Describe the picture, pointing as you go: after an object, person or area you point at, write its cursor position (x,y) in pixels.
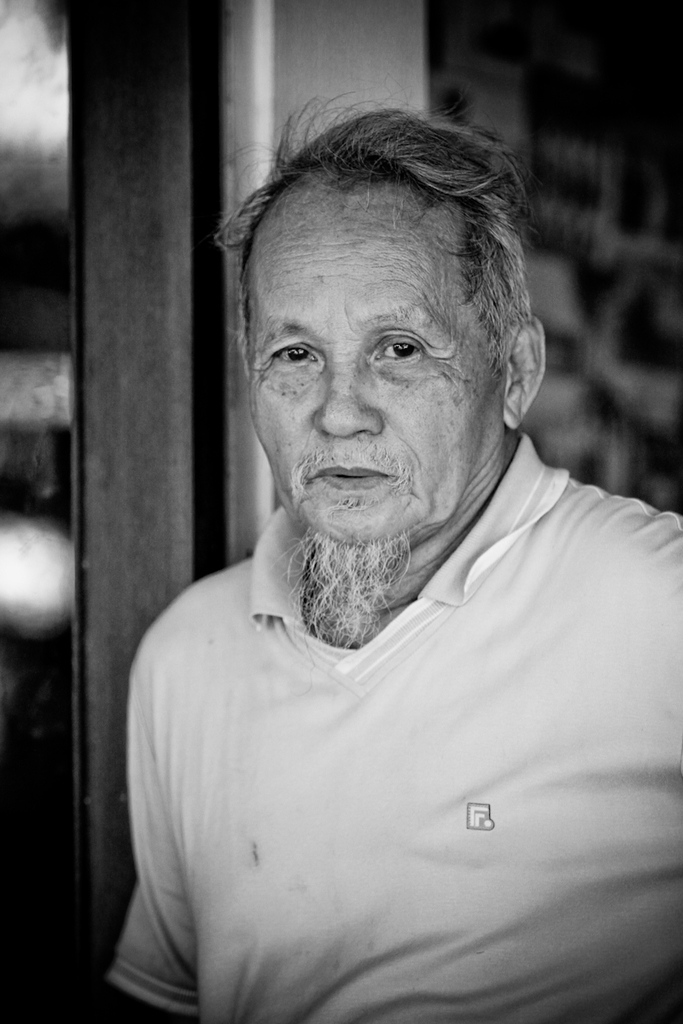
In this image in front (620,789) there is a person (308,756). Behind him there is a wall (607,299).
